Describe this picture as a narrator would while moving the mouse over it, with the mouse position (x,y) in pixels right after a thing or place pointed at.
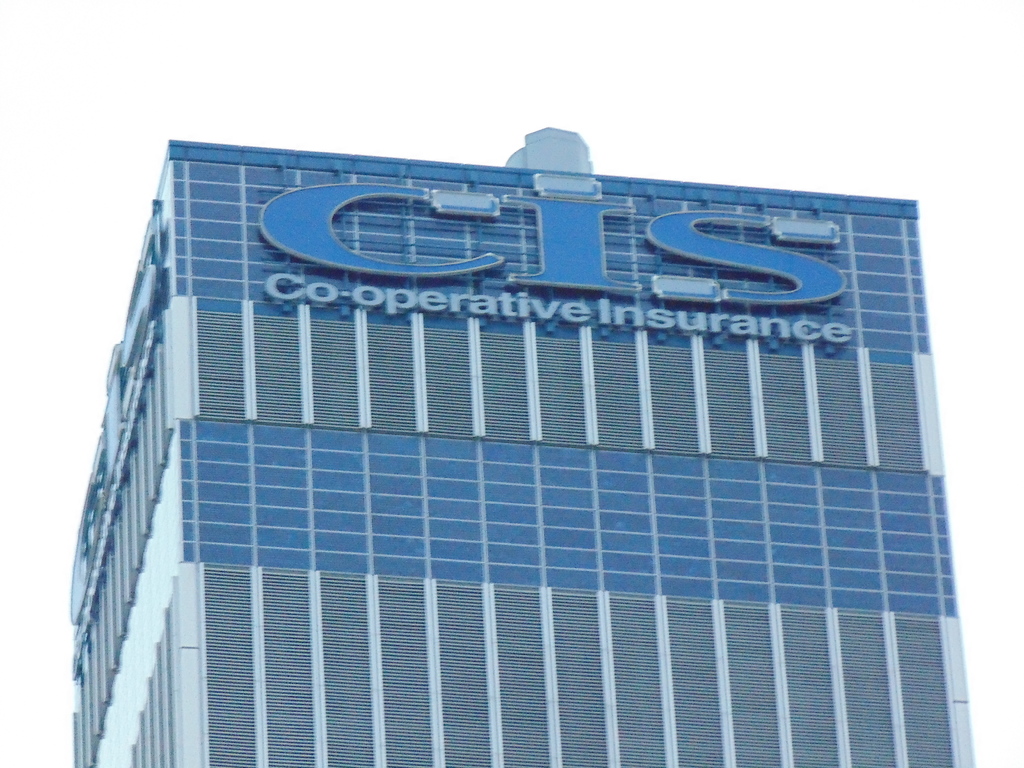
In this image I can see a building (189,296) in gray and blue color and I can see white color background (186,48).
